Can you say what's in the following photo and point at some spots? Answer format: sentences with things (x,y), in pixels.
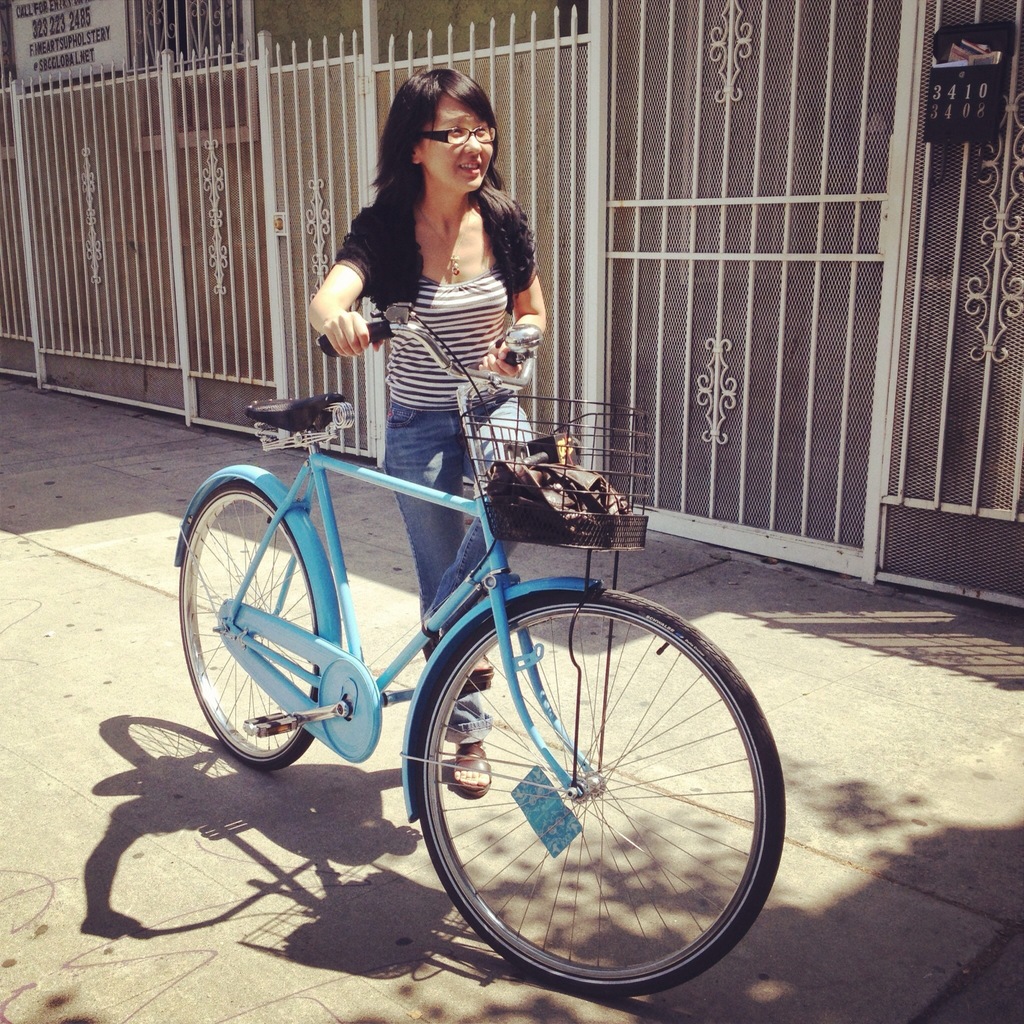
In this image in the center (492,368) there is one woman (481,263) who is holding a cycle (442,655) and walking, and there is one cycle (230,654). At the bottom (284,848) there is road (595,670) and in the background (320,116) there are gates (901,170), box (953,73) and board (107,48). On the board (107,48) there is text (91,38).
